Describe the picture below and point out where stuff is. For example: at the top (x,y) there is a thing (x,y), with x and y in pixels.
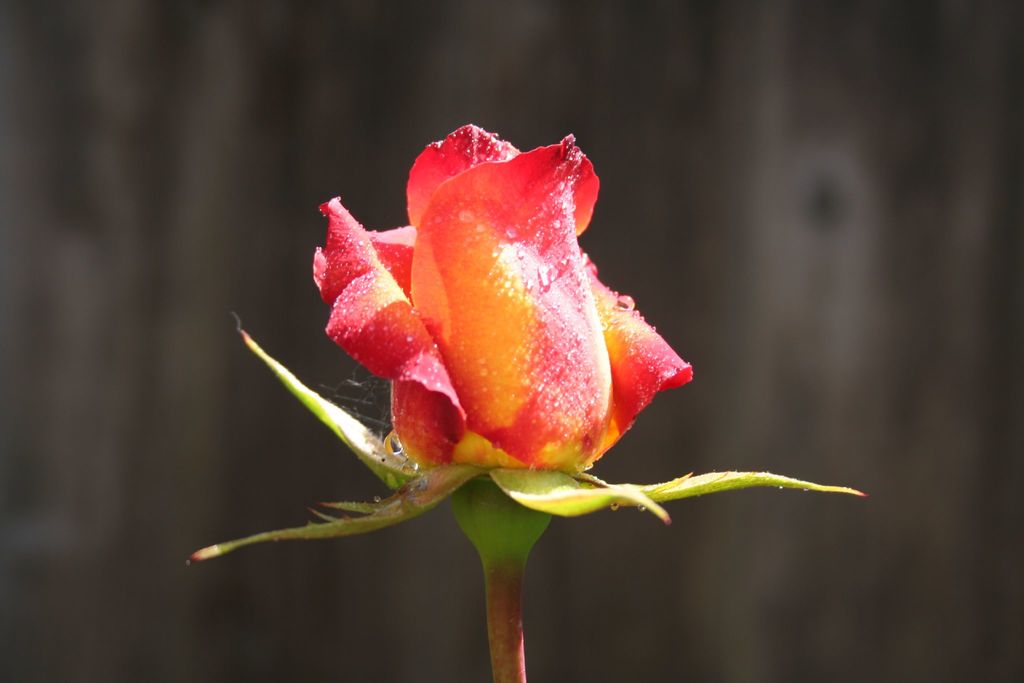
In this image we can see a rose bud (395,332).
